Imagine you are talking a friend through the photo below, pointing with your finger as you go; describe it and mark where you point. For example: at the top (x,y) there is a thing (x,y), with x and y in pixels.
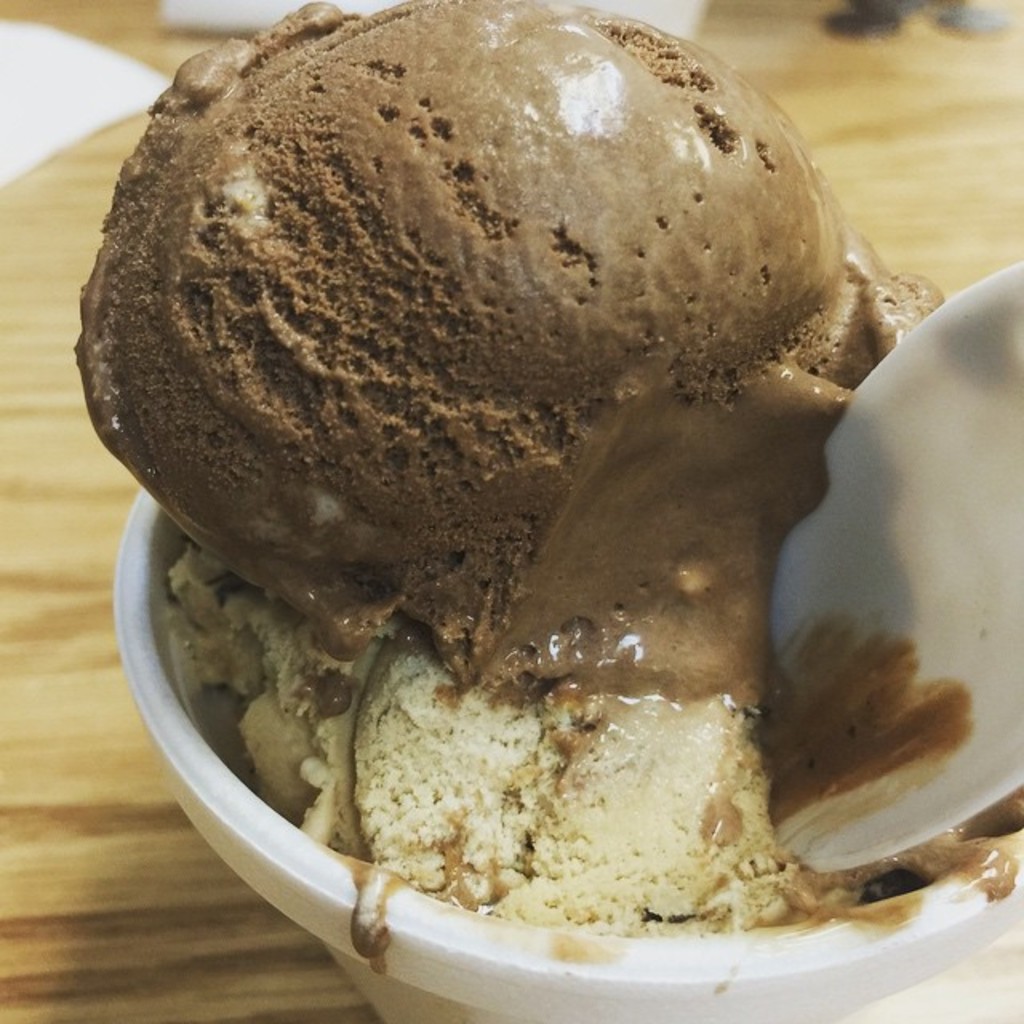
In this image I can see ice-cream cup (587,148) on the table (96,213).
